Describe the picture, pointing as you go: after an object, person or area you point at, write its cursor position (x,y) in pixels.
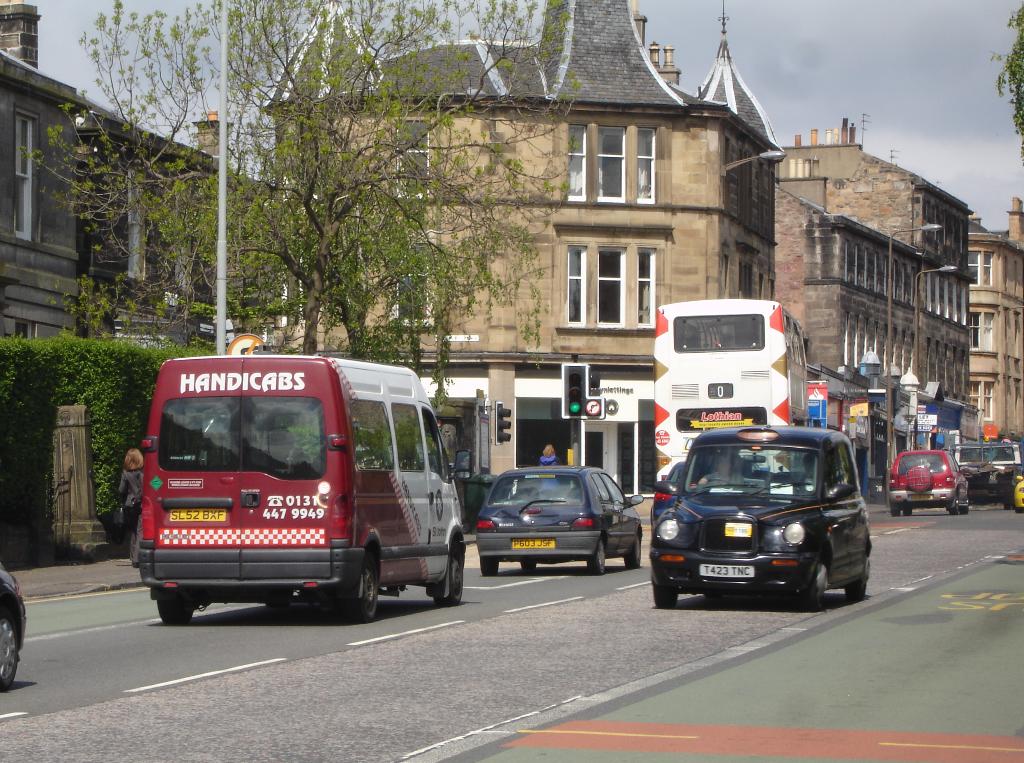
In the image in the center (415,492) we can see few vehicles (601,473) on the road (494,587). In the background (610,146) we can see the sky (895,36), clouds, buildings (601,96), windows (856,335), poles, trees (496,233), banners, sign boards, plants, roof (587,80), wall (558,184), traffic light (572,404) and one person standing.
